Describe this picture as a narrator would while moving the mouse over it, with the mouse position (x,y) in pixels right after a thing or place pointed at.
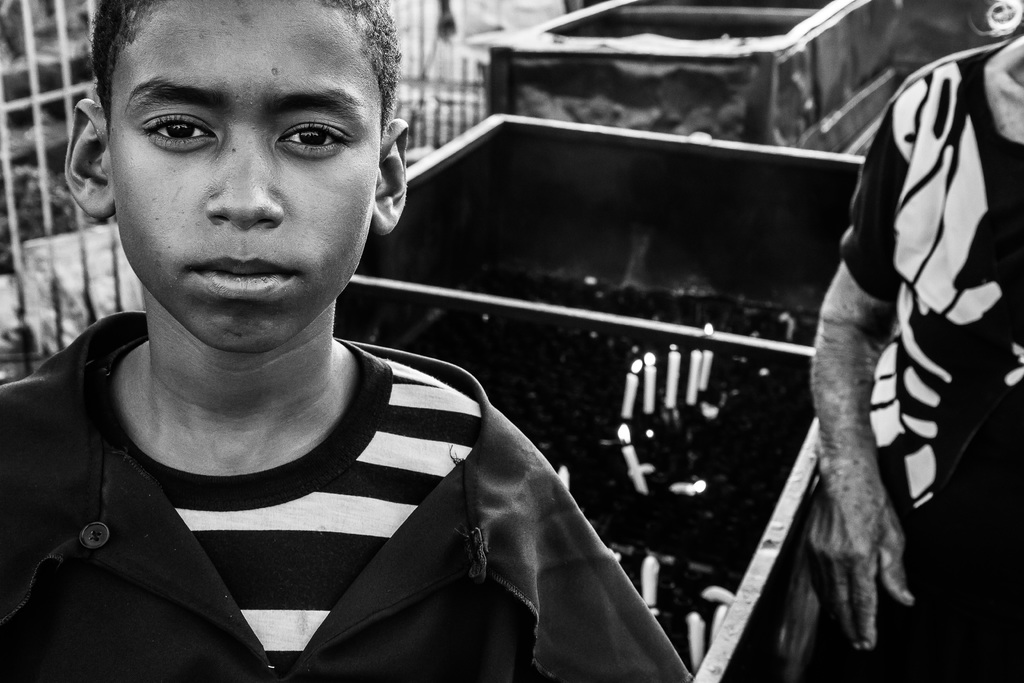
This is a black and white image. I can see two people (910,236) standing. I think these are the candles (651,403) with the flames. These look like the bins (717,175). In the background (461,87), there might be a fence (45,191).
